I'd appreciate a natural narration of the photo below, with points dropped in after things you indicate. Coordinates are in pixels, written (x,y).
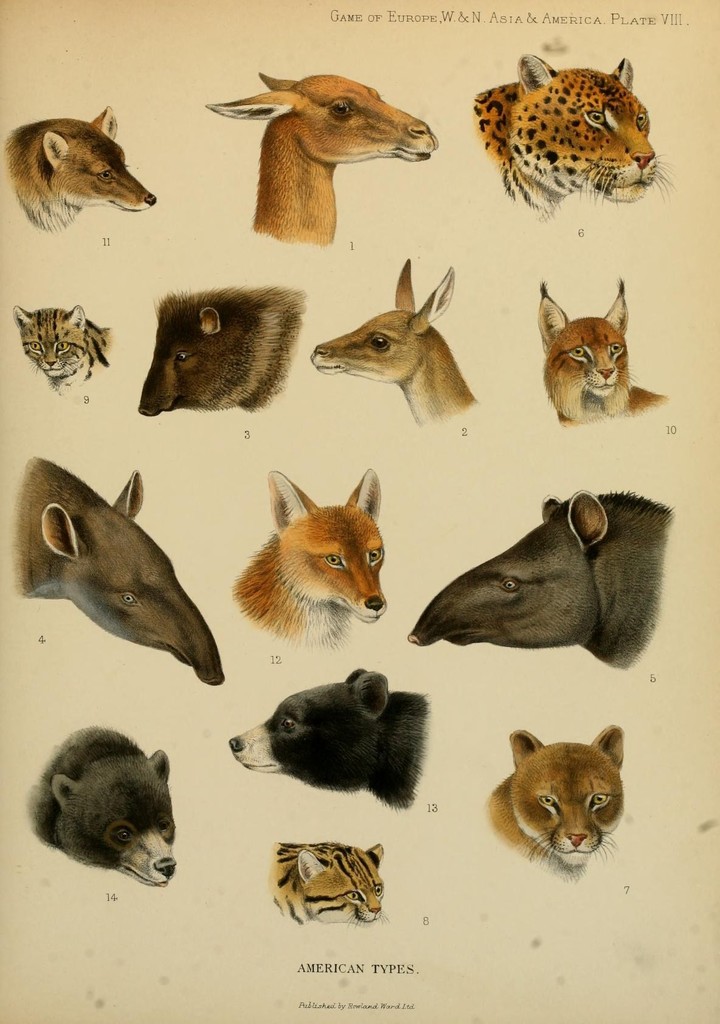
In this picture we can see images of different animals (274,129). Something is written on the picture.
